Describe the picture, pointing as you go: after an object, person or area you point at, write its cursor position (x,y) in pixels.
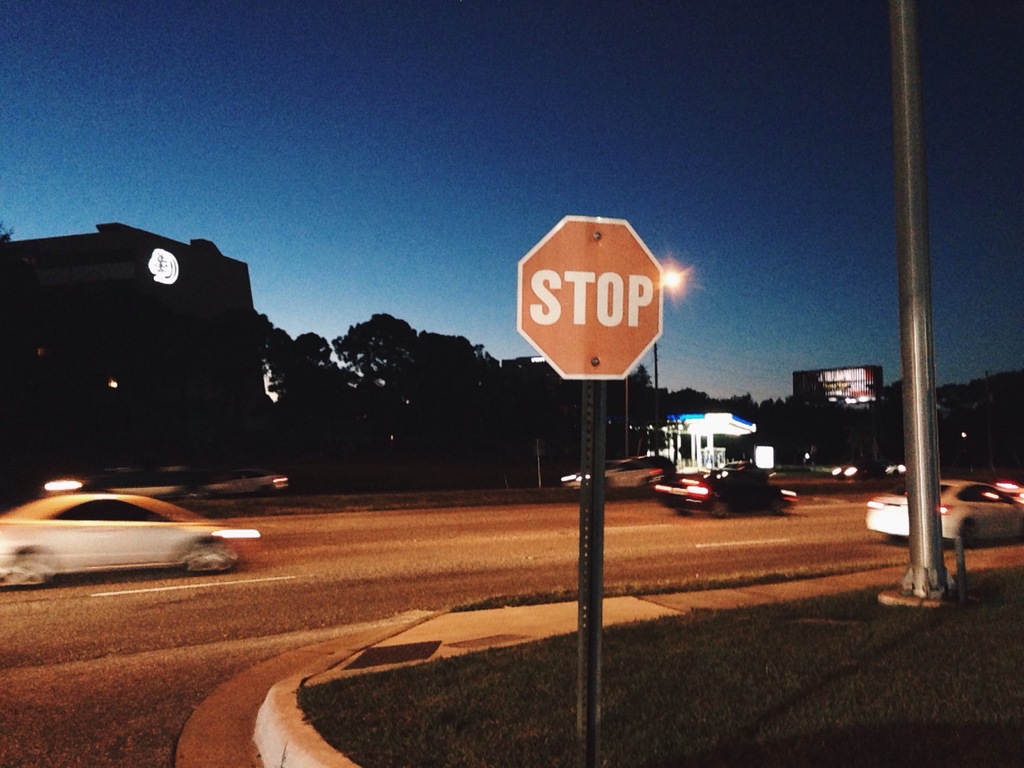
In this picture, we can see a few vehicles (692,484), road (562,549), ground (764,661) with grass (636,760), poles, lights (668,272), buildings (118,297), posters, sign board (656,306), shed (753,423), and we can see the sky (689,355).
